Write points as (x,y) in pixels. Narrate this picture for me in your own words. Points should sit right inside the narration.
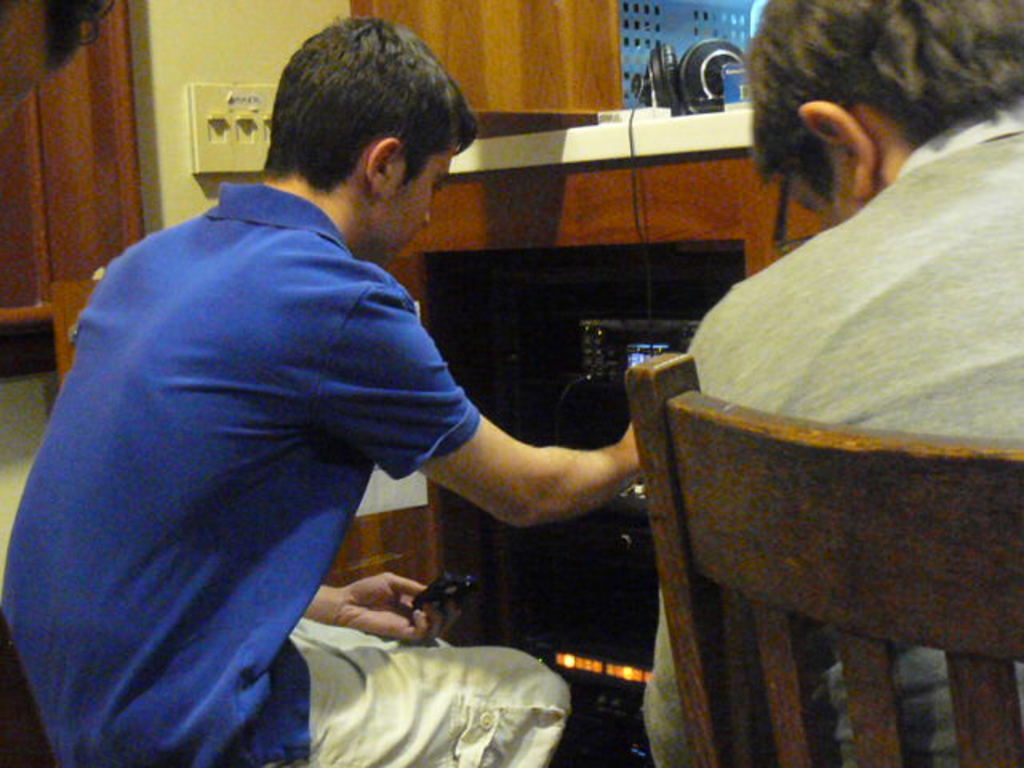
In this image we can see men (374,620) sitting and one of them is holding a machine (599,371) placed in the cabinet (557,524). In the background (260,106) there are headphones (668,98) on the table (692,117) and a switch board (213,94) attached to the wall (215,69).
